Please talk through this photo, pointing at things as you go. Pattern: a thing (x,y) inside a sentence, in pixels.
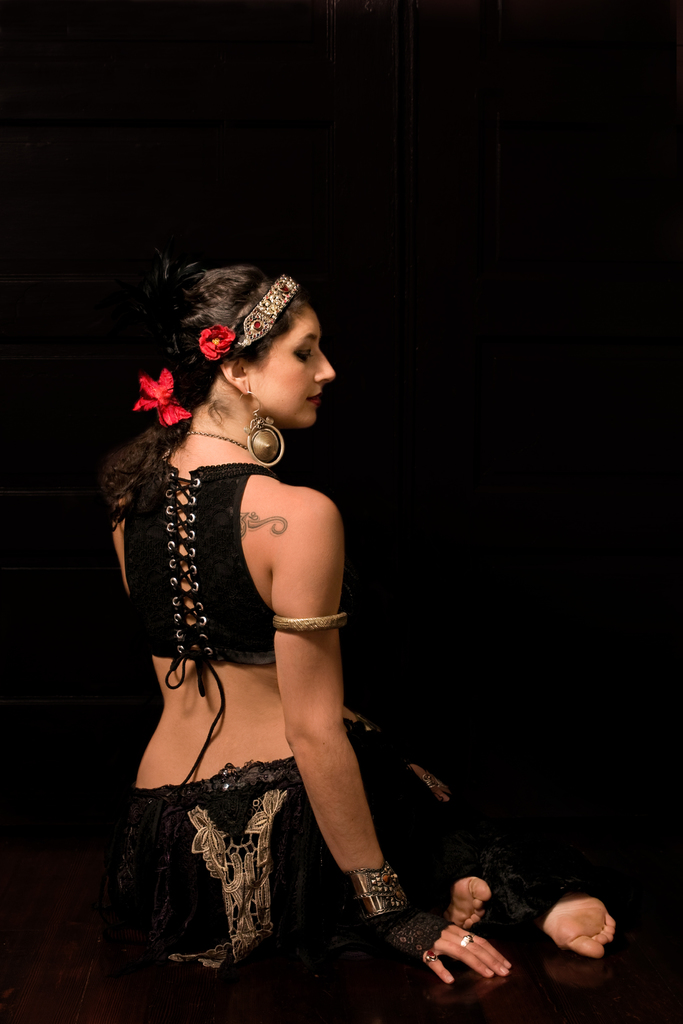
In this image we can see a woman (321,886) sitting on the floor (378,967) and the background of the image (168,122) is in black color.
